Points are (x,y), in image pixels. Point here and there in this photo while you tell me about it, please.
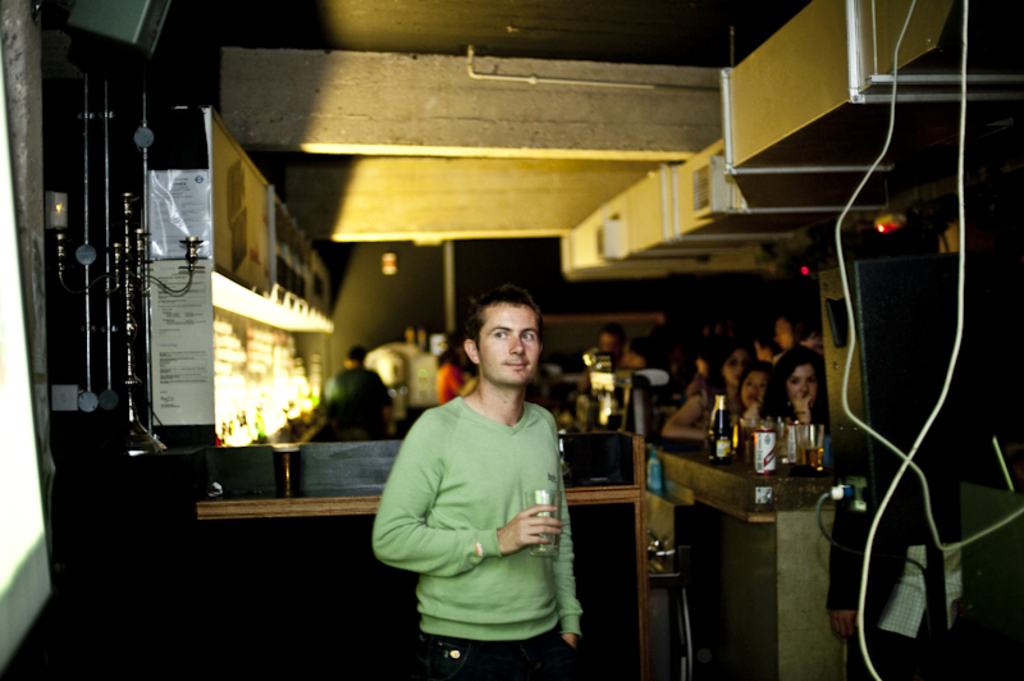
There is a person (468,581) holding a glass (544,500) with his hand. Here we can see bottles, glasses (744,432), posters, lights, and few persons (757,390). In the background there is a wall (392,243).
